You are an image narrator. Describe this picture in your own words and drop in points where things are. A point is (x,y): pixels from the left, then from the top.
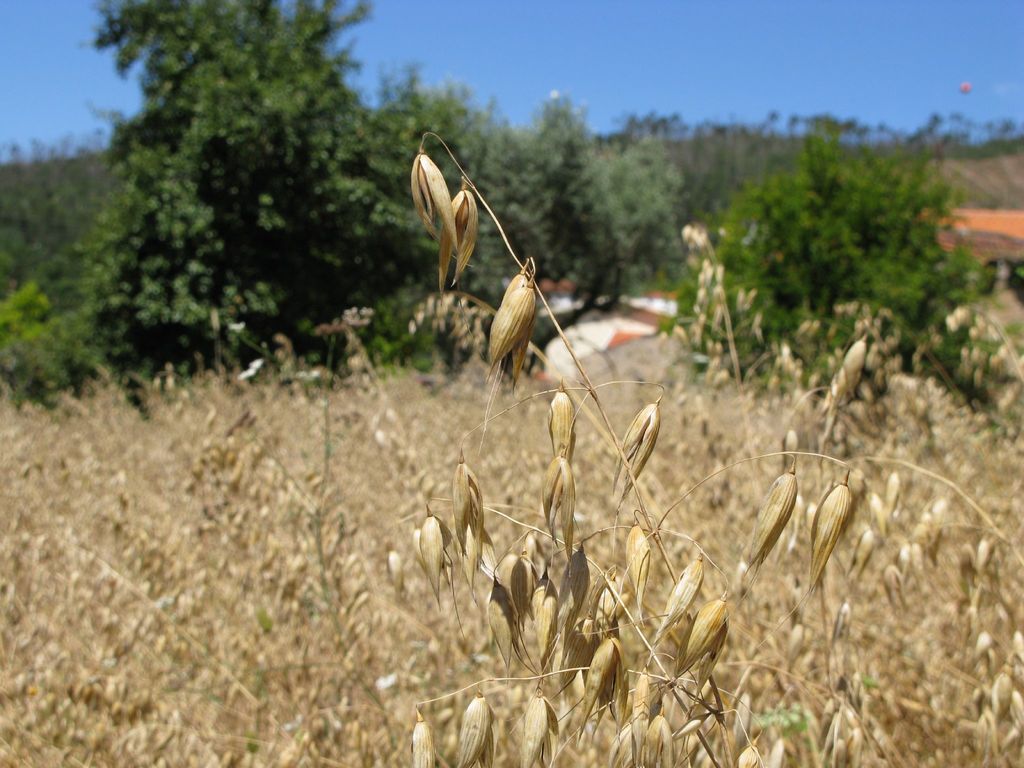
In this image I can see plants (409,450) in the front (594,392). In the background (821,239) I can see number of trees (627,280), few buildings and the sky (60,123). I can also this image is little bit blurry.
